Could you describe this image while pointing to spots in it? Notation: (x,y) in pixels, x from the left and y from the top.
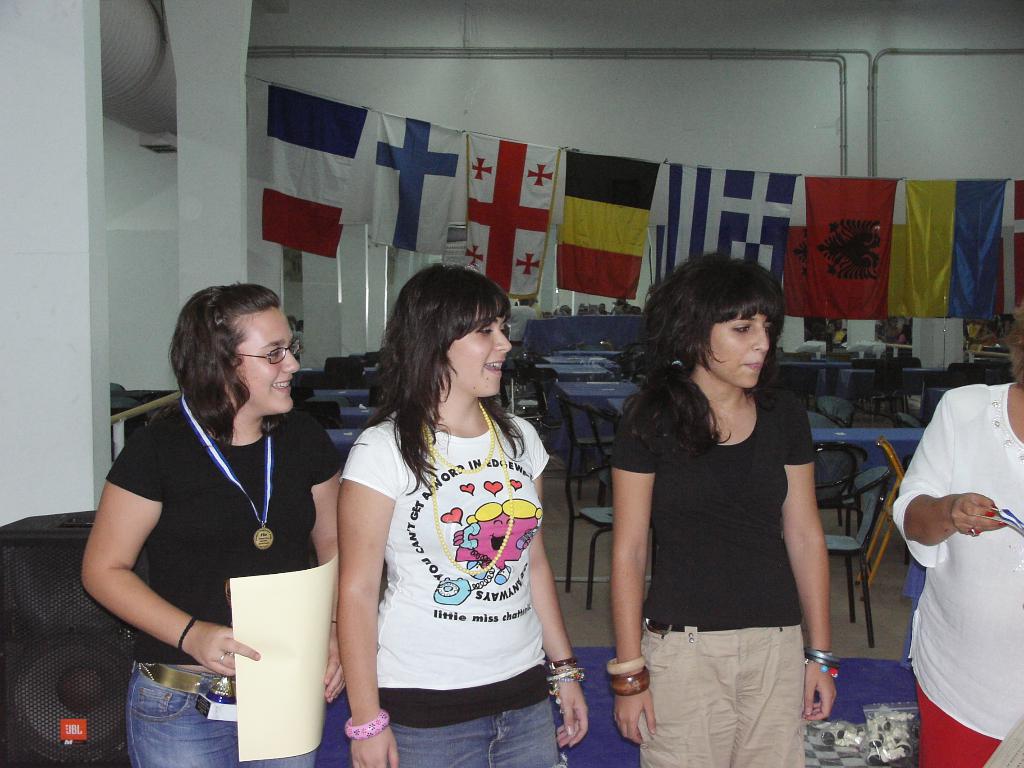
In this image I can see four persons (976,503) standing. In front (413,660) the person (425,597) is wearing white and black color shirt (427,647). In the background (595,465) I can see few tables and chairs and I can see few flags (472,223) in multi color and the wall (593,92) is in white color.
